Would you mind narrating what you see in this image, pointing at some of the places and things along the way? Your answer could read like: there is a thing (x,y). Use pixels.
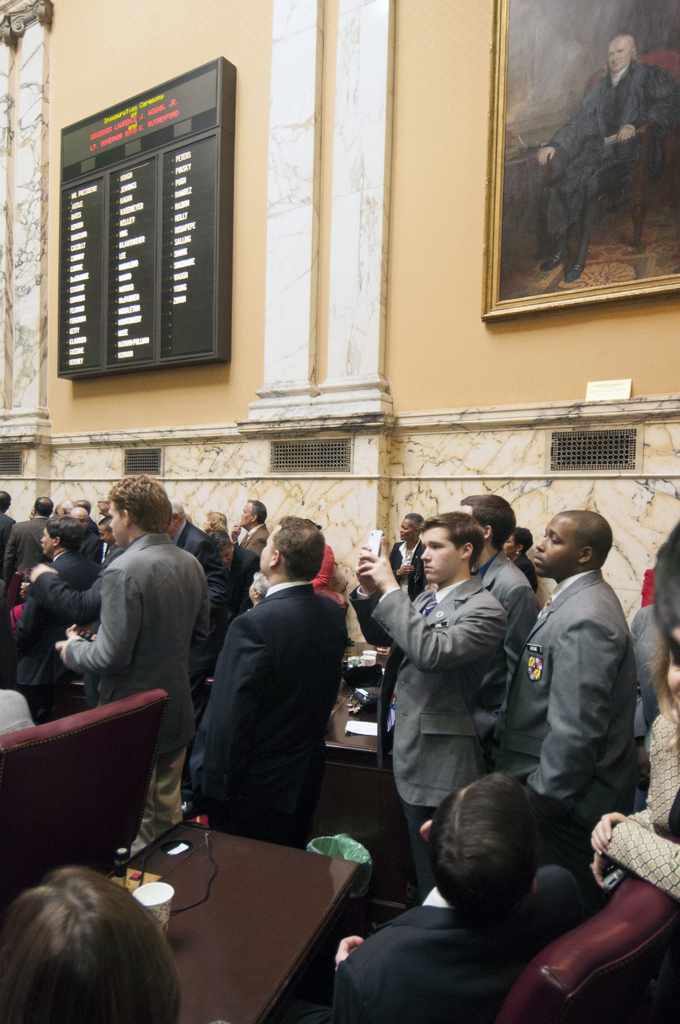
On the right side of the picture (559,52) we can see a frame (488,285) and on the left (161,169) a board (190,178). We can see people (312,570) standing and chairs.
